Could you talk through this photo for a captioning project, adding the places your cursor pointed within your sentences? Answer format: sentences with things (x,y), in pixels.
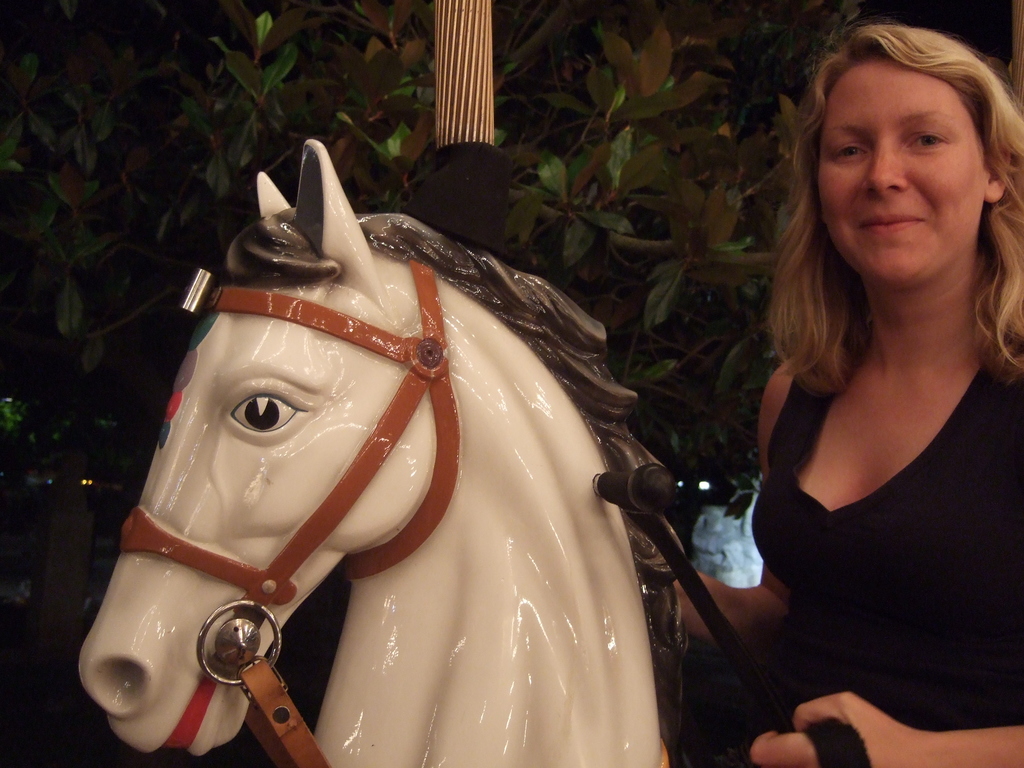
In this image I can see a woman (880,311) wearing black dress (864,545) is sitting on a toy horse (658,538) which is cream, brown and black in color. I can see she is holding a black colored object (834,751) in her hand (774,756). In the background (651,246) I can see a tree (660,203).
